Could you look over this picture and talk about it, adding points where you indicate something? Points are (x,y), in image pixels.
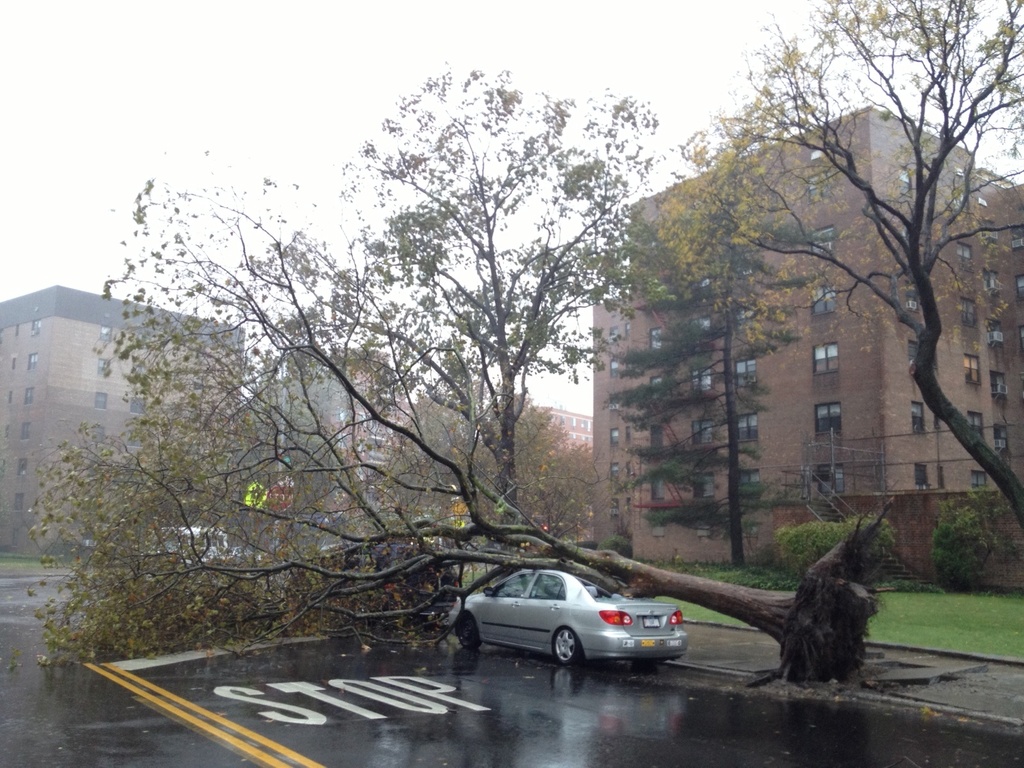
At the bottom of the image (288,672) there is road (382,745). In the background of the image (39,356) there are buildings (951,369). There are trees (575,486). There is a car (556,574). To the right side of the image (963,626) there is grass (959,625).
